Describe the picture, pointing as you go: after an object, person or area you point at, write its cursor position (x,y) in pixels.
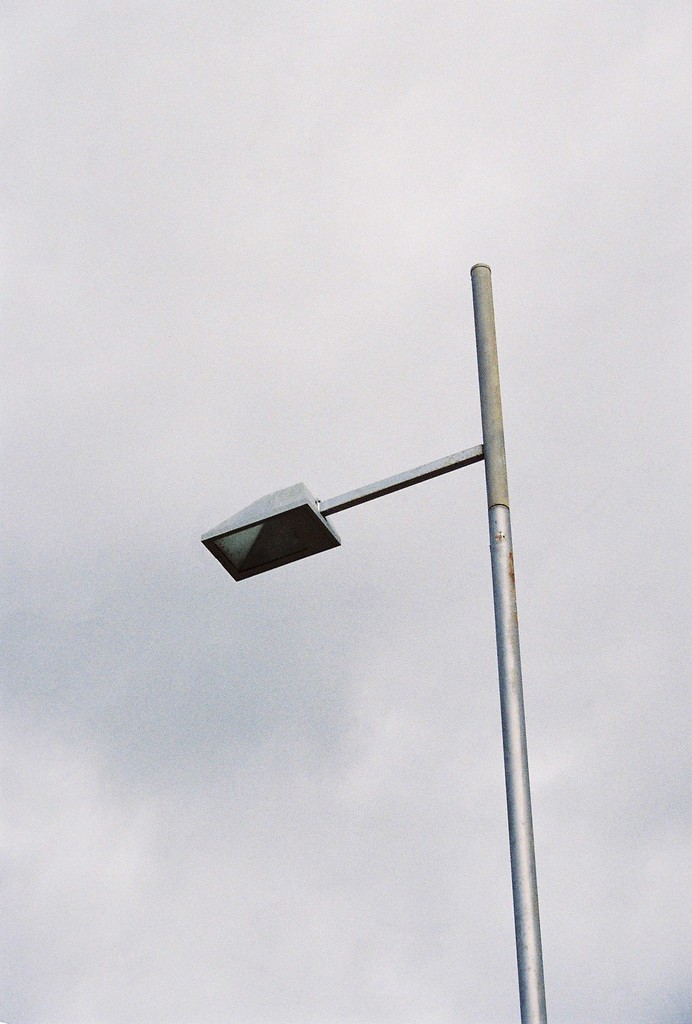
In the image we can see a pole (519,686) with a street light (460,464). Behind the pole (501,522) we can see the sky (271,457).
